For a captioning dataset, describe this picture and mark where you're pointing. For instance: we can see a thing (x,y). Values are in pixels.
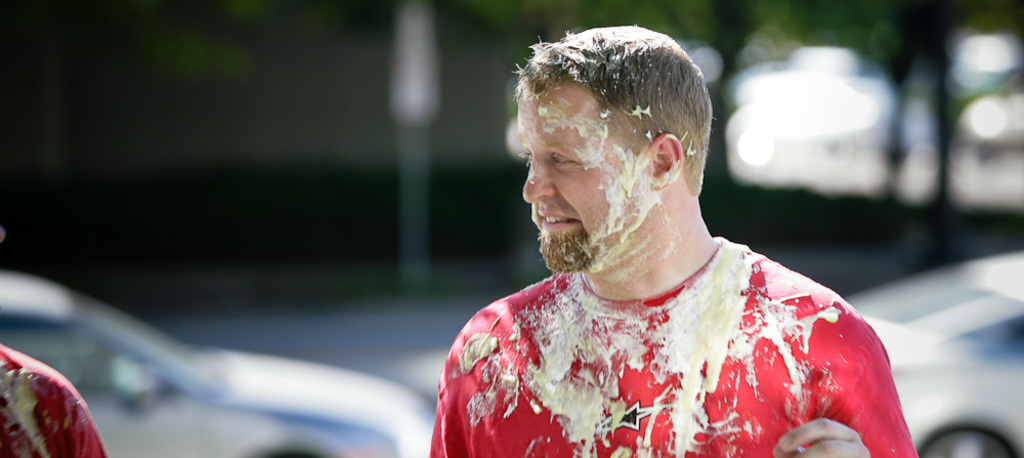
This image consists of a man (570,324) wearing a red T-shirt (772,446). And we can see a cream (693,336) on him. On the left (26,410), there is another person (42,424). In the background (969,368), there are cars (982,382) and the background (1015,376) is blurred.
